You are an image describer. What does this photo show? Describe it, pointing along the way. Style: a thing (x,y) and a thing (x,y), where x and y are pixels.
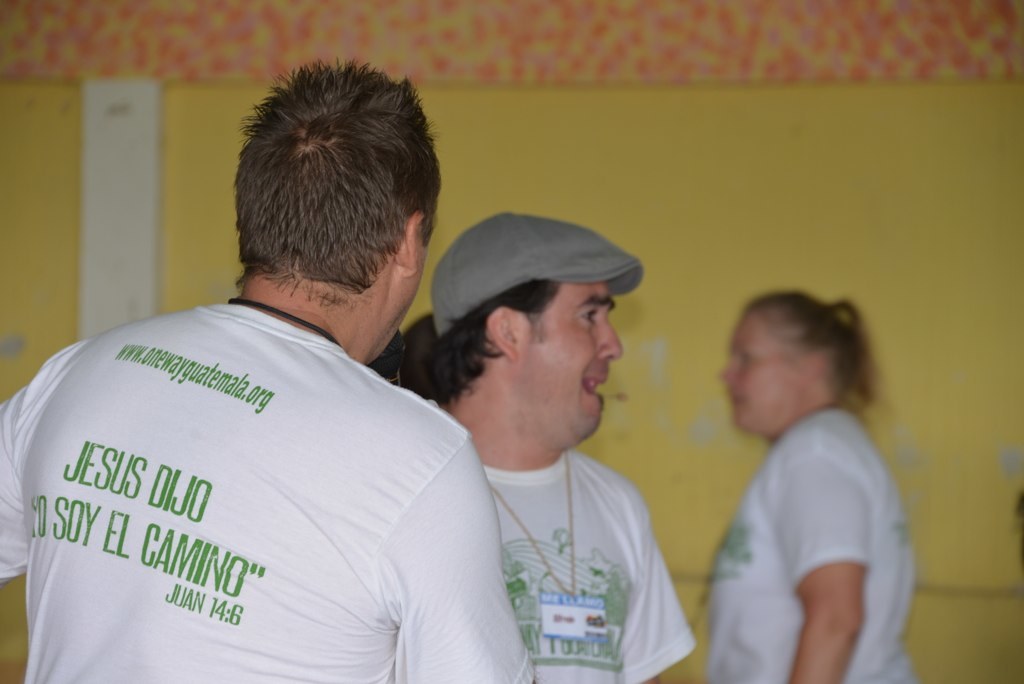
This is an inside view. On the left side (251,537), I can see two men (353,385) wearing white color t-shirts (481,558). On the t-shirts (201,520) I can see some text (182,503). One man (517,450) is talking by looking at the right side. In the background (783,431), I can see a woman (803,597) is also wearing a white color t-shirt (848,530) facing towards the left side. In the background (634,159), I can see the wall (701,166).
